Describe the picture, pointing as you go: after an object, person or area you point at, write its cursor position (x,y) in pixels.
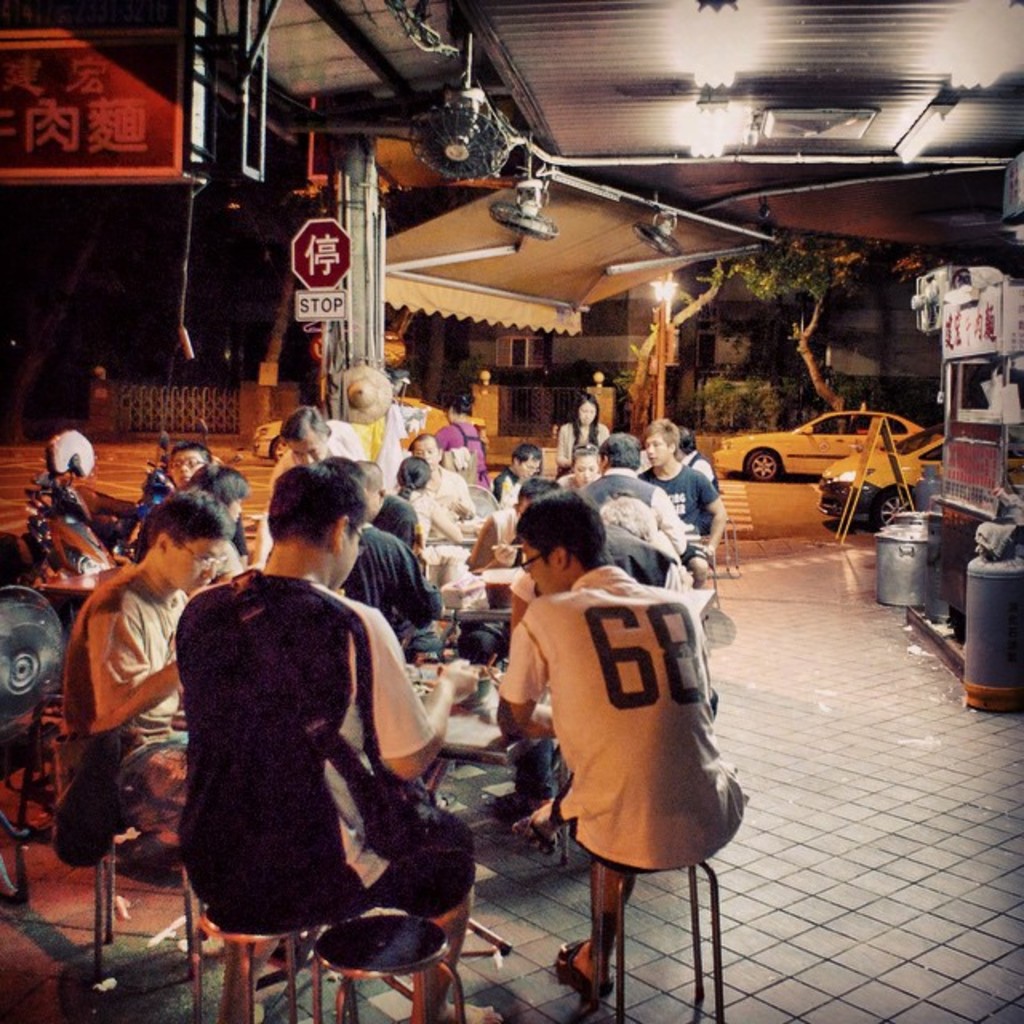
In this picture I can see few people (365,564) are sitting on the stools (365,929) and I can see food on the tables (73,582) and I can see couple of cars (786,468) on the road (773,484) and couple of cans (996,677) on the floor (868,677) and I can see a table fan (8,649) and couple of motorcycles (130,519) on the left side of the picture (97,542) and I can see fans (532,170) and lights (689,35) to the ceiling (826,18) and I can see trees (808,330) and building (866,312) in the back (683,333) and I can see a sign board (336,276).
